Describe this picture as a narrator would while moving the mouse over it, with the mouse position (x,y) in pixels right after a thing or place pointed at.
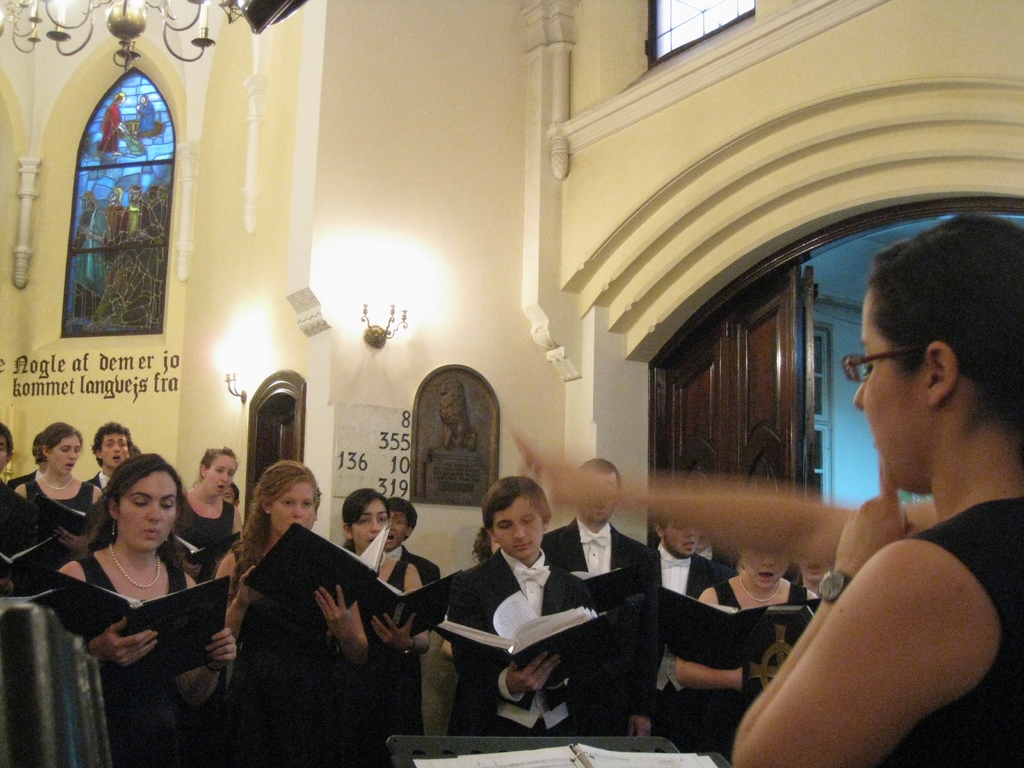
In this image I can see there are group of persons (617,700) holding books (769,668) and in front of them I can see a woman (831,598) wearing a watch (834,573) visible on the right side (996,355), at the top (256,239) I can see the building wall (754,193), on the wall (343,399) I can see windows (823,418), text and door (812,376) and painting (137,235) and chandelier (124,53) at the top (137,48).
